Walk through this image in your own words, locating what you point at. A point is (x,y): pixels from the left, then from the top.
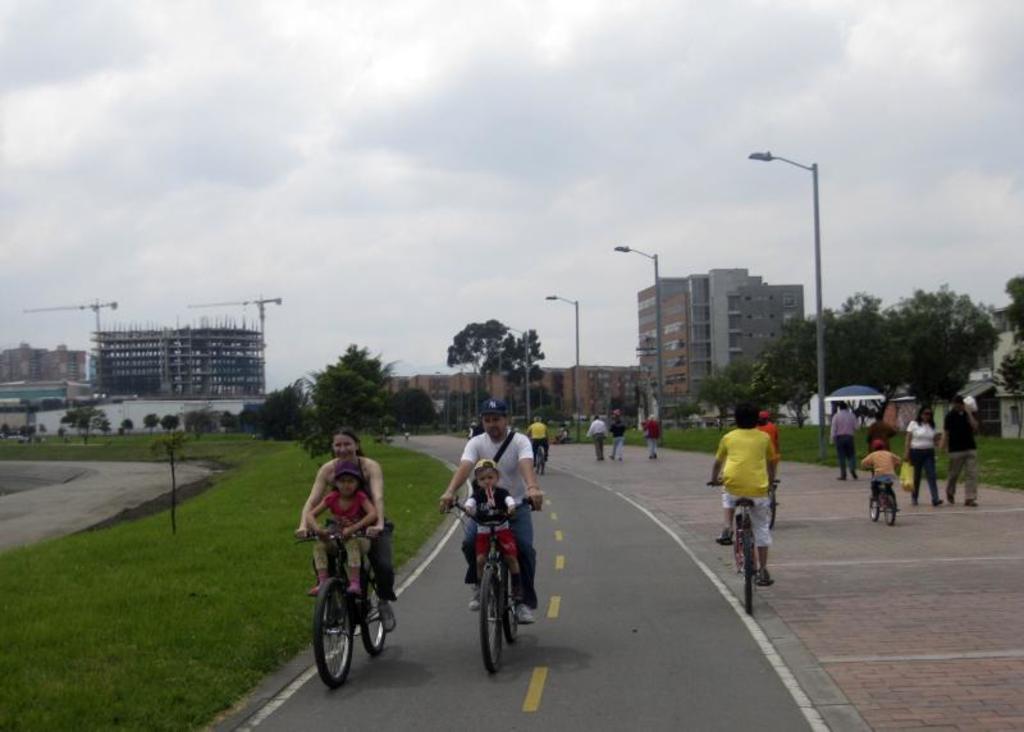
In this picture there is a man (534,492) who is wearing, white t-shirt (511,458), jeans (525,530), cap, bag (498,453) and shoe (526,615). He is riding bicycle (505,603). In front of him we can see a boy (499,518) who is sitting on the bicycle (496,547). Beside him we can see woman (377,485) who is also riding a bicycle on the road (559,513). On the right (855,455) we can see many peoples (842,456) who are walking on the street (885,557). Here we can see of street lights (822,442) near to the walkway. In the background (753,304) we can see buildings (25,402), trees (473,357), plants (184,443) and cranes (262,317). On the top (569,122) we can see sky (525,35) and clouds (534,33). On the bottom left corner (36,566) we can see grass (163,660).
